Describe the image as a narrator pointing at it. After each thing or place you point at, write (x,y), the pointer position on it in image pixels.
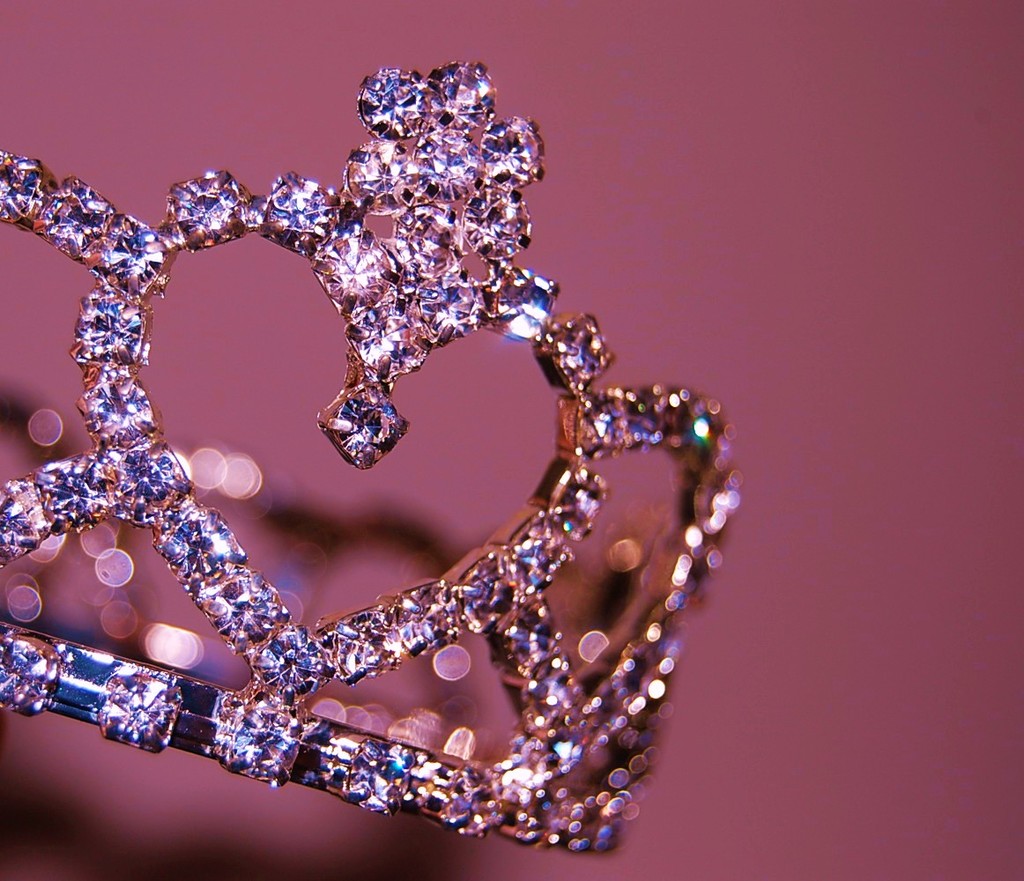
In this image there is a crown (315,686), in the background (253,236) it is blurred.
